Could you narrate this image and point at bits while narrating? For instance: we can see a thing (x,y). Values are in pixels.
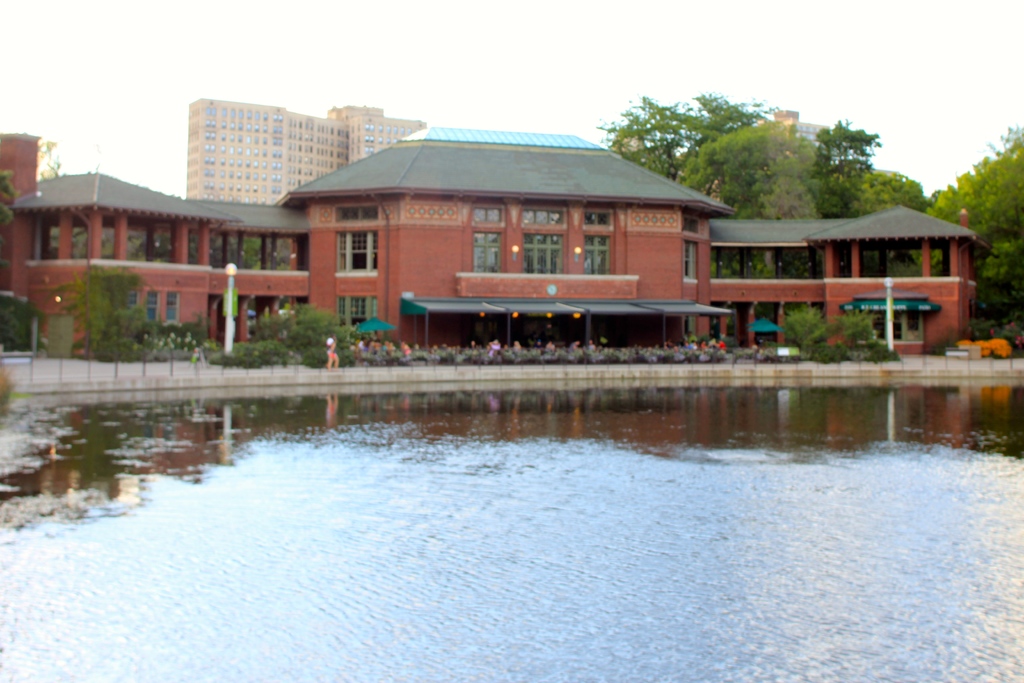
In this image in the center (611,281) there are some houses (207,271) and buildings (353,155) and trees (869,207) plants (846,327), pavement (973,371) and some poles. At the bottom (603,557) there is a pond (471,512), and at the top of the image (480,113) there is sky (929,110).
